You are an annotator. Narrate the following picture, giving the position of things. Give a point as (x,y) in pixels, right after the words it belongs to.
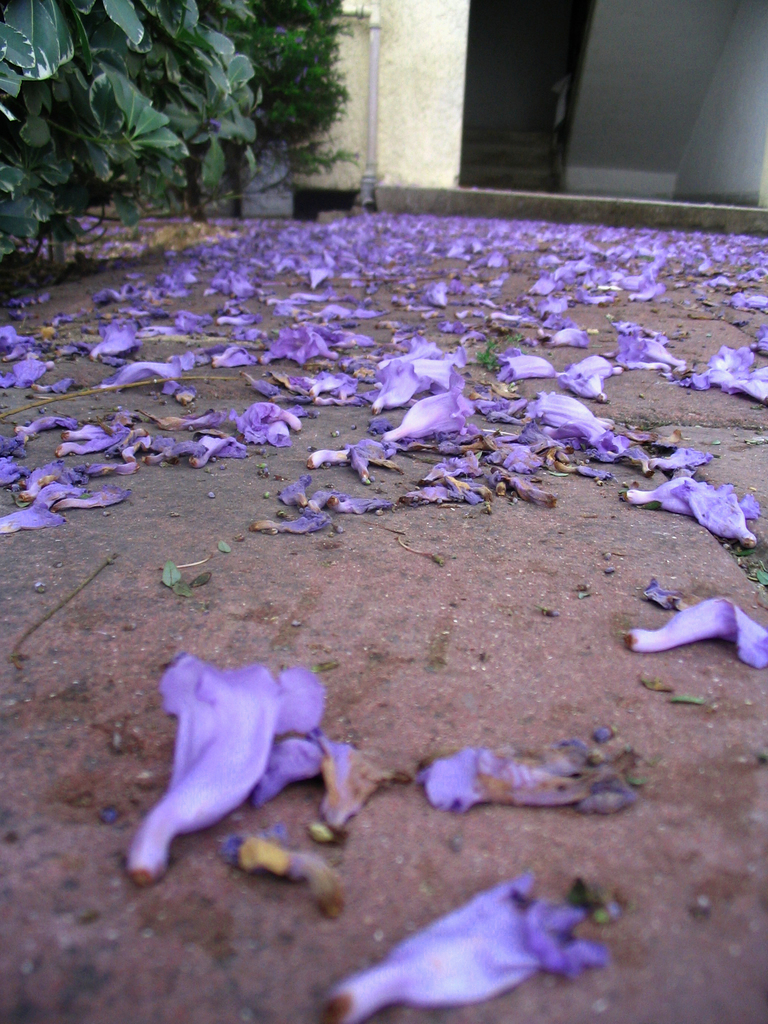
This picture is taken from outside of the city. In this image, in the left corner (81,39), we can see some plants (262,34). In the middle of the image (512,369), we can see some flowers (589,374) which are placed on the land (363,552). In the background (442,84), we can see a white color rod (373,77) and a wall (409,156).
